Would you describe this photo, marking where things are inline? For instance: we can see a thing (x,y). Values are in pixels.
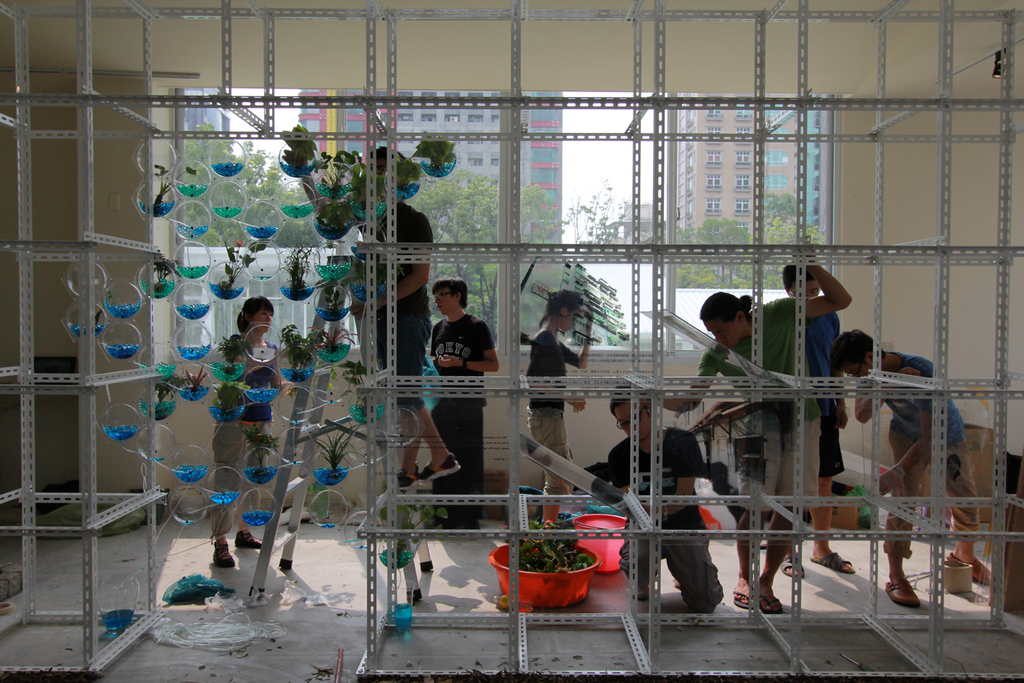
In this image there are iron racks (93,98) in the middle (412,290) and there is a person (385,331) standing on the ladder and fixing the glass balls (256,217) to the racks (658,464). In the background (778,339) there are few other people (722,368) who are fixing the iron rods (655,481). On the floor (613,584) there are tubs (534,587), bottles (409,609) and covers (210,604). In the background (594,192) there is a glass (559,193) through which we can see the buildings (555,181) and trees (460,203).
